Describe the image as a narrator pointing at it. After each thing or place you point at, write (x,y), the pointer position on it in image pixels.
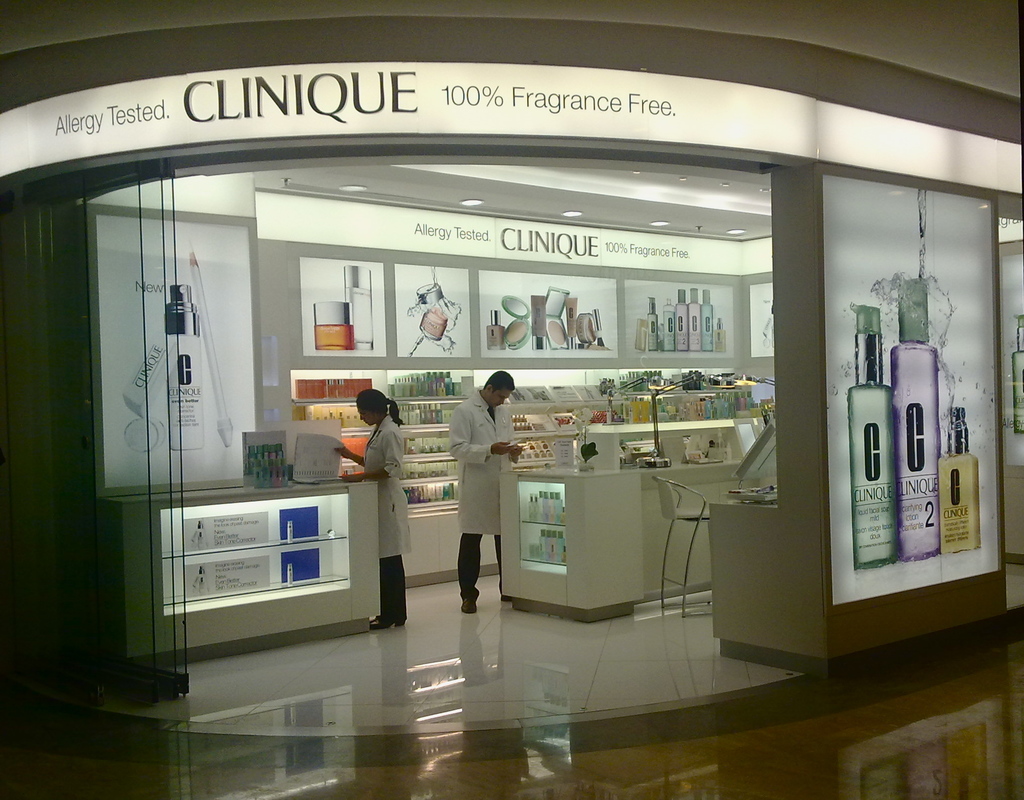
This picture is clicked inside. On the right (897,255) we can see the pictures (964,409) of bottles (875,415) on the wall (950,245) of a building (839,64). In the center (485,451) we can see the text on the building (674,125) and there are two persons (492,527) standing on the ground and seems to be working and we can see the tables (541,577) containing many number of items (629,408). In the background (588,182) there is a roof (611,208), ceiling lights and the posters (335,294) attached to the wall (279,277) on which we can see the pictures (194,320) of bottles (669,325) and some other objects (563,314).
